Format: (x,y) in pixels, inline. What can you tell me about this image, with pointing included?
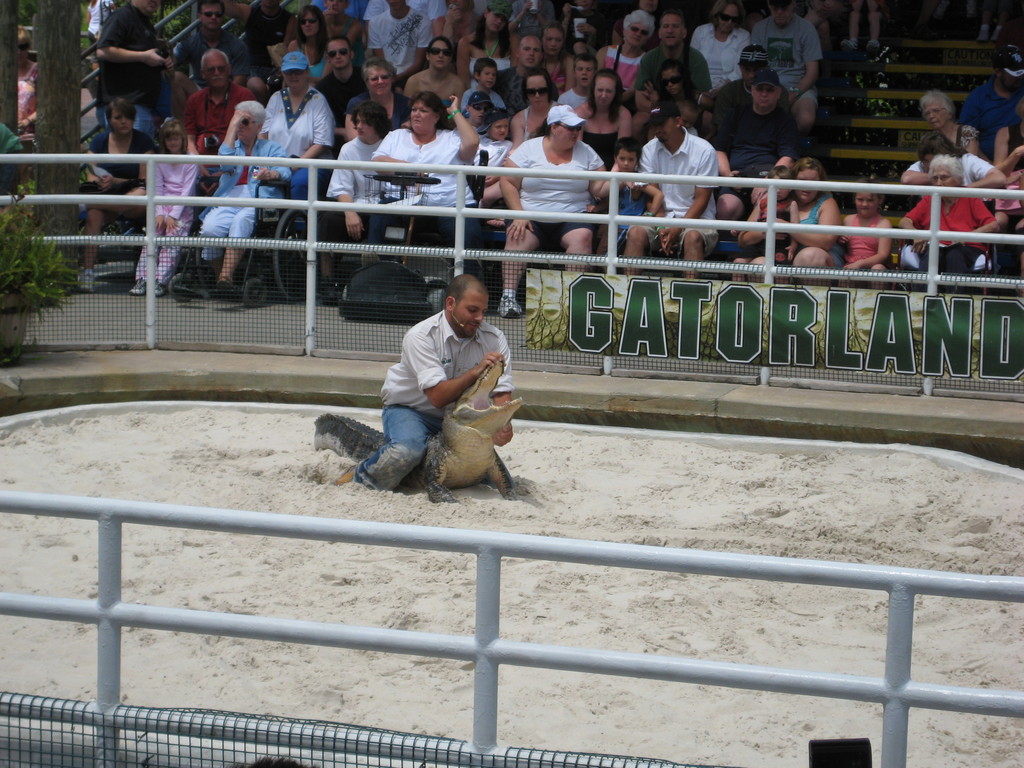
In this image, we can see a person (483,355) wearing clothes (419,359) and sitting on the crocodile (446,428). There is a crowd (603,57) in front of the fencing (458,251). There is an another fencing (474,734) at the bottom of the image (478,738).
